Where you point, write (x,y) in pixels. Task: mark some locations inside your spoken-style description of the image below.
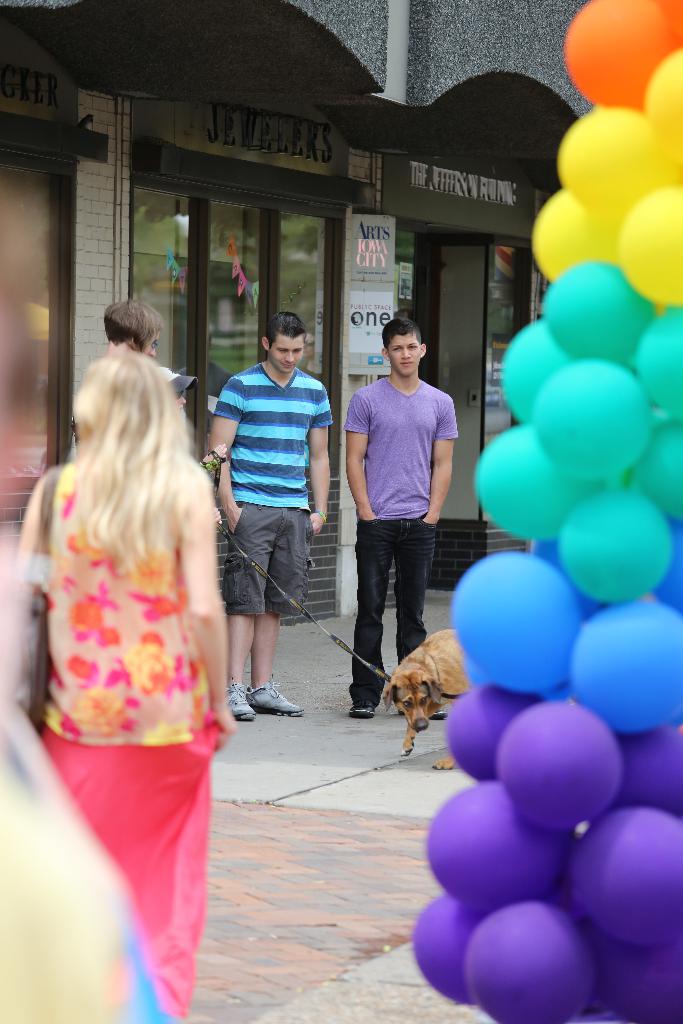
Here we can see a group of people (128,471) standing on the road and on the right side (670,461) we can see number of balloons (644,413) present in the middle (288,390) we can see a man (273,624) holding a dog (406,749) and behind him we can see a building (361,36).
